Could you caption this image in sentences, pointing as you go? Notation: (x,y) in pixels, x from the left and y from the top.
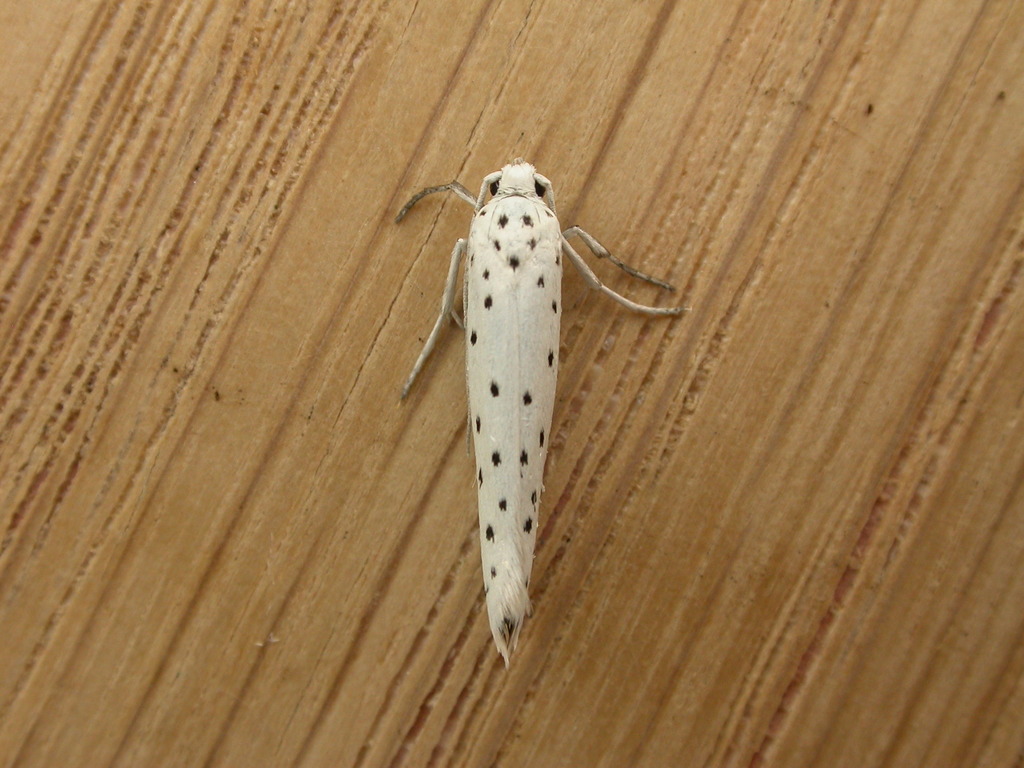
In this picture we can see an insect (555,348) is present on the table (367,612).
